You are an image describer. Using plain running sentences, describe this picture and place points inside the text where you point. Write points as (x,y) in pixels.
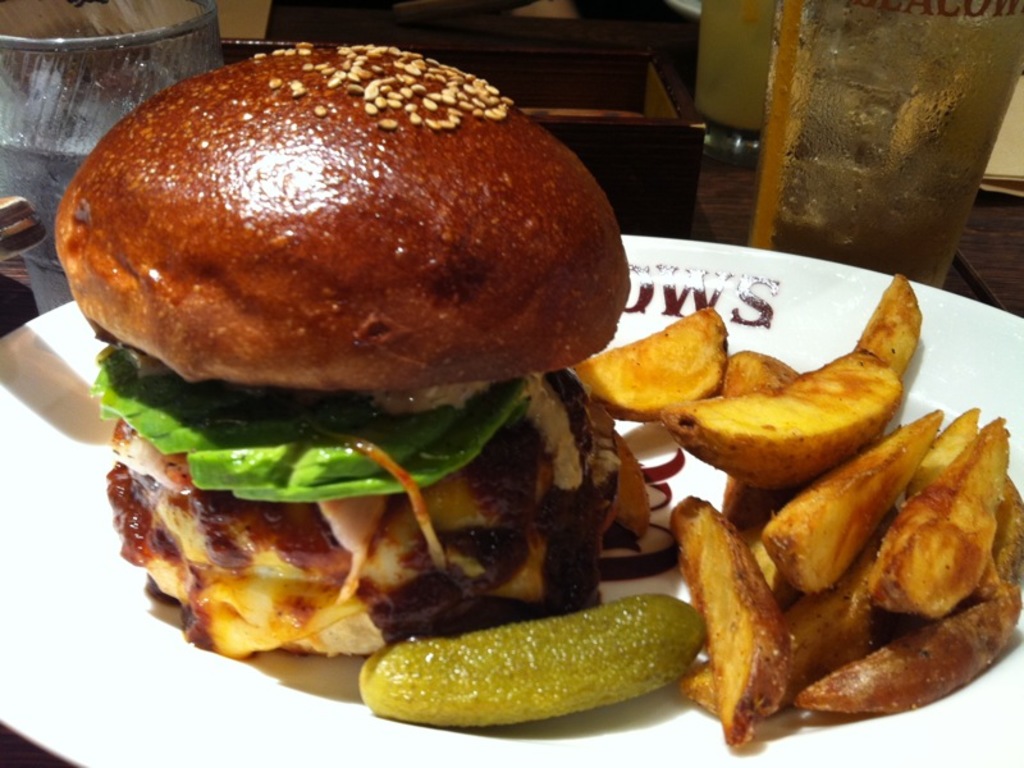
In this image there is a burger (490,373) and few potato wedges (754,450) on a plate (796,276), beside the plate (780,274) there is a glass of water (73,110).
